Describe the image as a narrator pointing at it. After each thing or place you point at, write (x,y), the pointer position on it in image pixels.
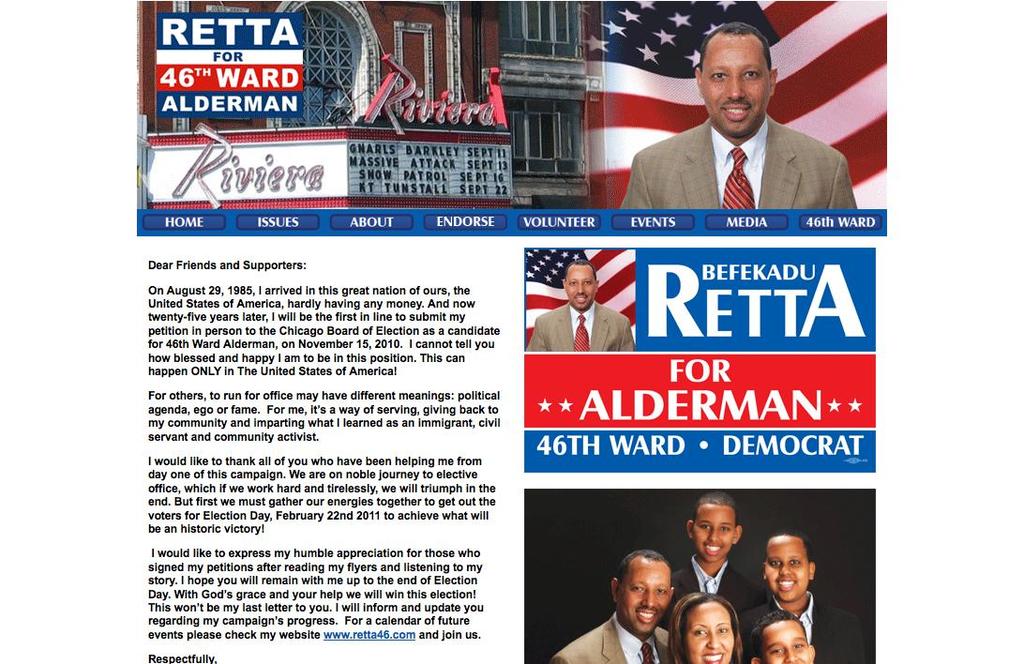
This is the picture which consists of text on the left corner (181,517) and above the text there is a building (495,40) with the name Riviera. Beside that we can see a person (812,192) standing and there is a flag (864,170) in the background (832,133). At the bottom of the image (838,659) there are five persons (735,583) posing for a photo.
